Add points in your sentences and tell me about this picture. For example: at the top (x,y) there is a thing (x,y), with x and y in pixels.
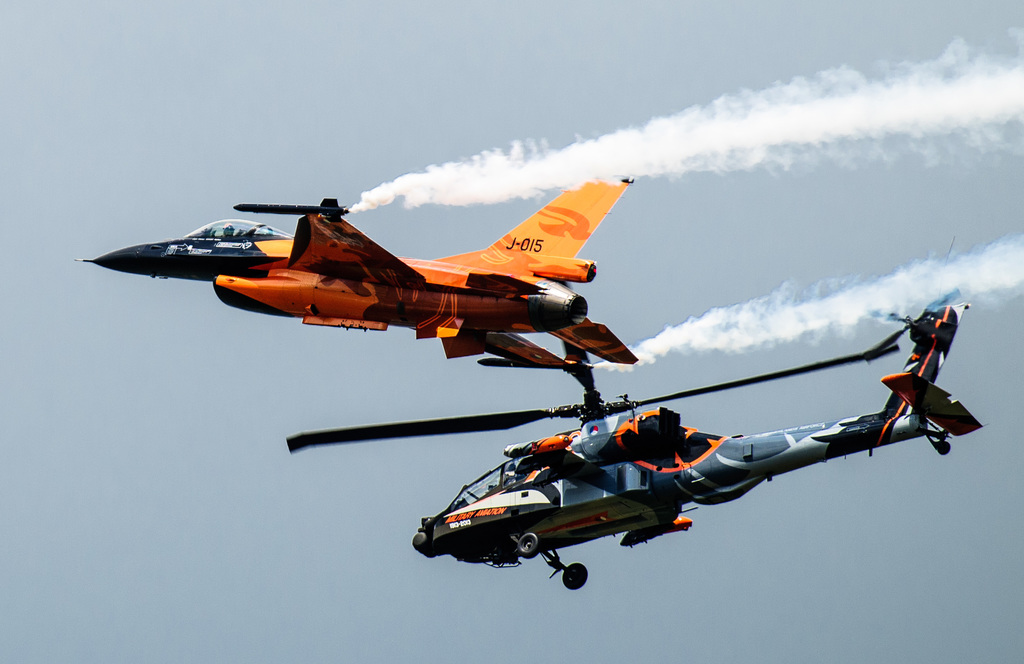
In this image I can see a helicopter (469,511) and an aeroplane (313,275) is flying in the air (48,542) towards the left side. At the back of the aeroplane (334,247) I can see the fume (688,334). In the background (404,96), I can see the sky (258,54).
